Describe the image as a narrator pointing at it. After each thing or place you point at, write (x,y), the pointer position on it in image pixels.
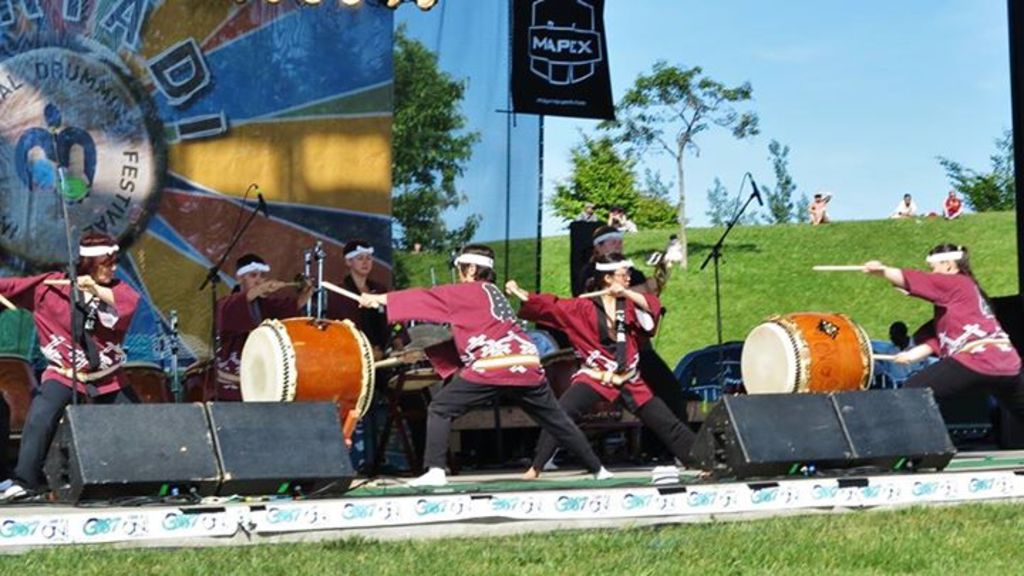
Completely an outdoor picture. Far there are trees (653,133). On this grass (928,236) persons (945,210) are sitting. Front on this stage (461,485) few persons (566,412) are playing musical instruments (338,344) and few persons (504,325) are holding sticks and playing this drums (326,349). Backside of this person's (302,295) there is a banner (262,191) in colorful.
